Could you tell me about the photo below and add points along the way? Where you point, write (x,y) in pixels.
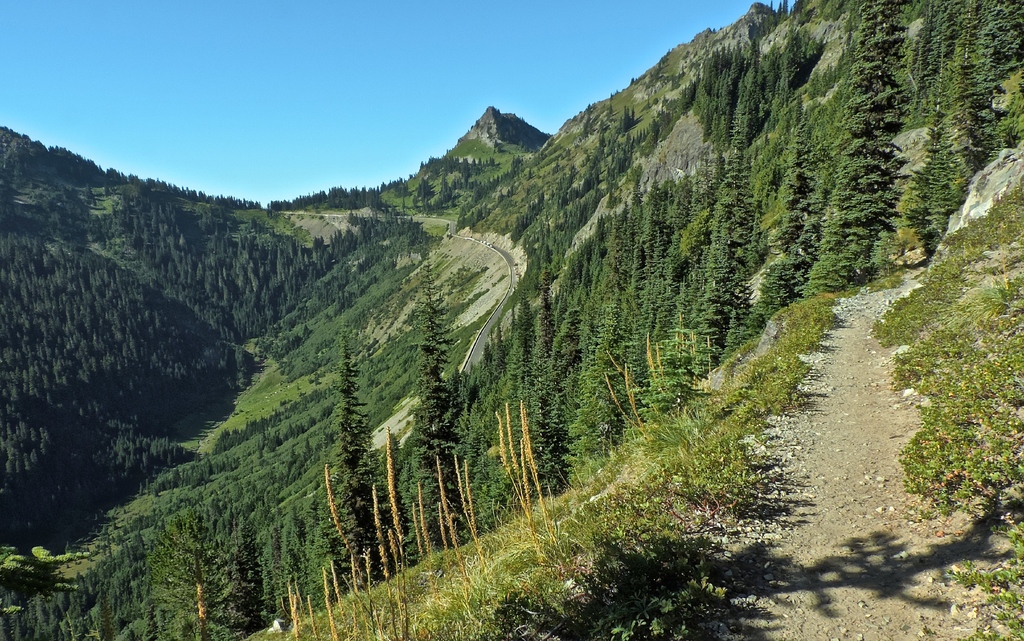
There are few mountains (499,150) which are covered with trees (868,126) on it.
